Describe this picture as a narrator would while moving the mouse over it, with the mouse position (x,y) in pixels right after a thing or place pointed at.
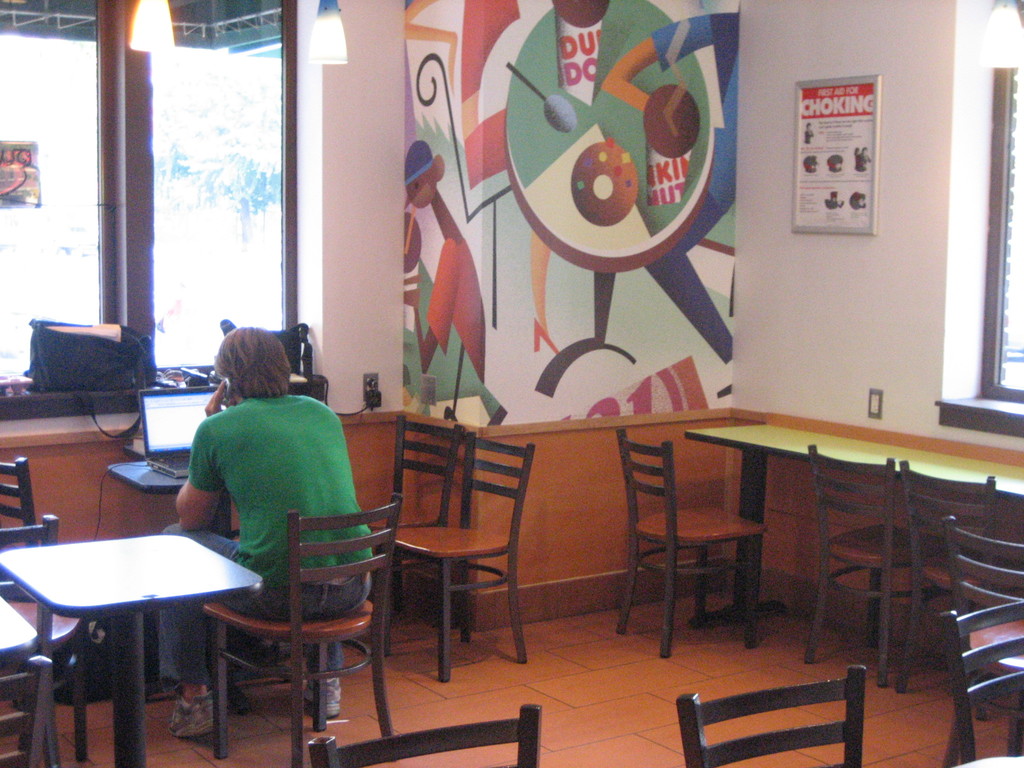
In this picture we can see man (241,472) sitting on chair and talking on phone (228,386) and in front of him we can see laptop (152,444) on table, bag (111,359) on window (160,341) and at back of him we can see tables (743,492), chairs (464,515), wall (784,90) with frames (829,208).
